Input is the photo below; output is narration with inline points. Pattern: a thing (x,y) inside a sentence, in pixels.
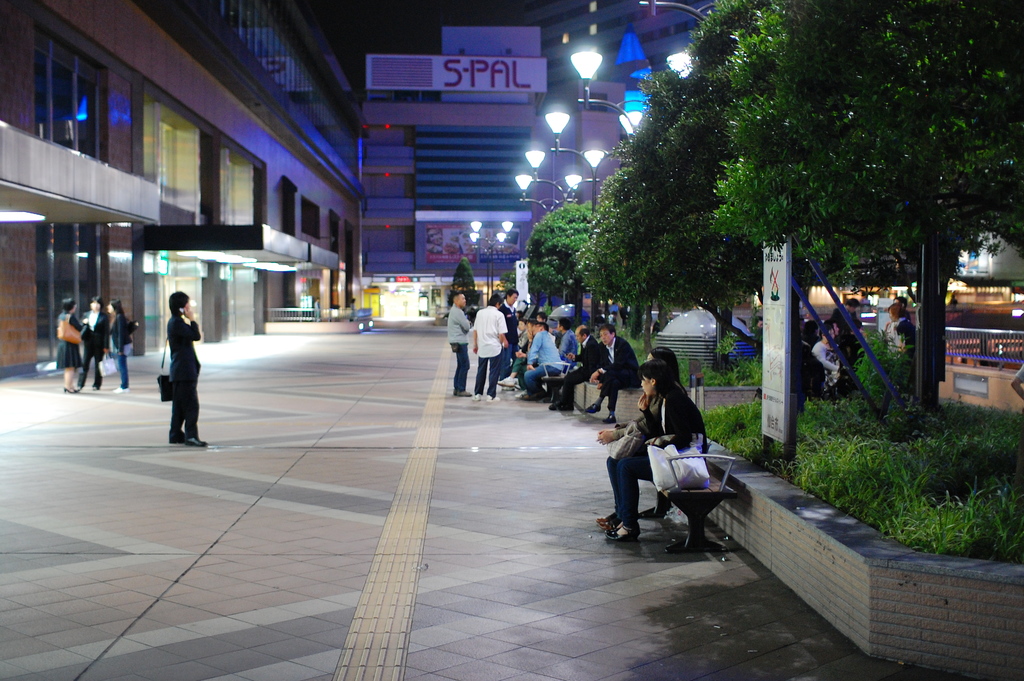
In this picture we can see some people (533,326) are sitting and some people (492,361) are standing. On the left side of the people (180,320) there are buildings (116,187) and on the right side of the people (541,359) there is a board (770,361), grass (860,458), trees (740,197), iron grilles (948,338) and poles (936,331) with lights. Behind the people (521,340) they are looking like hoardings (399,76) which are attached to the building (598,88).
